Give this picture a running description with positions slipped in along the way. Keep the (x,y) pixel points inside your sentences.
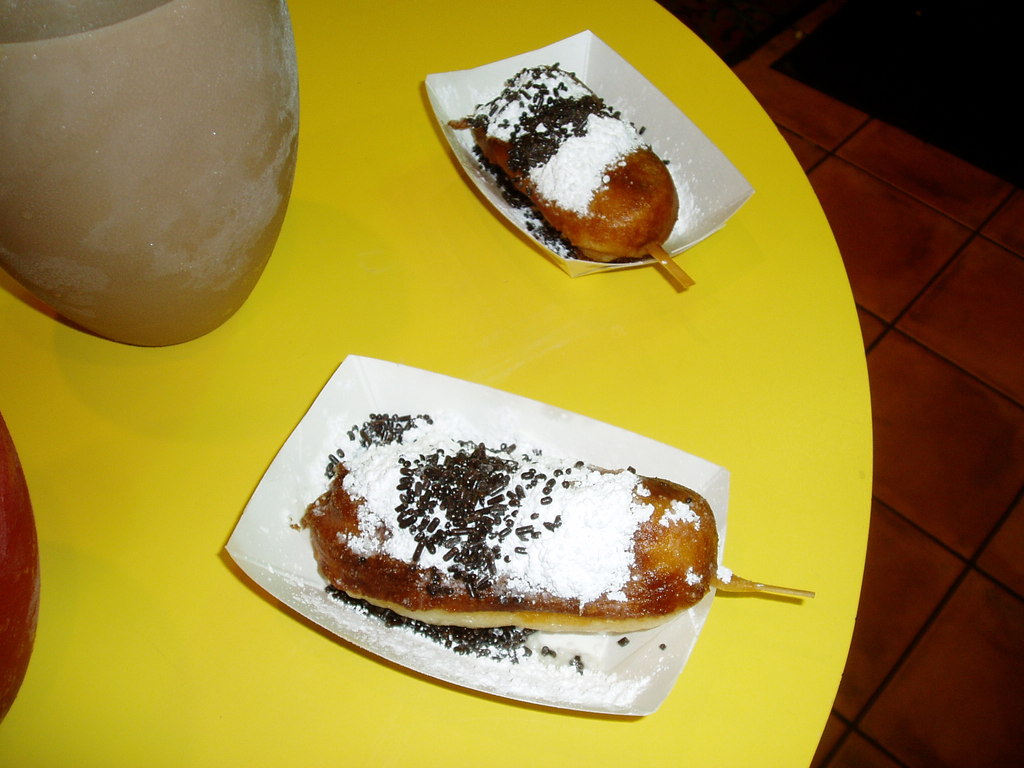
In the center of the image (490,337) there is a table (381,209). On the table (345,219) we can see glasses (196,28) which contains liquid (196,227) and some food item (458,480) are present on the plate (483,411). On the right side of the image (949,480) there is a floor (945,517).
